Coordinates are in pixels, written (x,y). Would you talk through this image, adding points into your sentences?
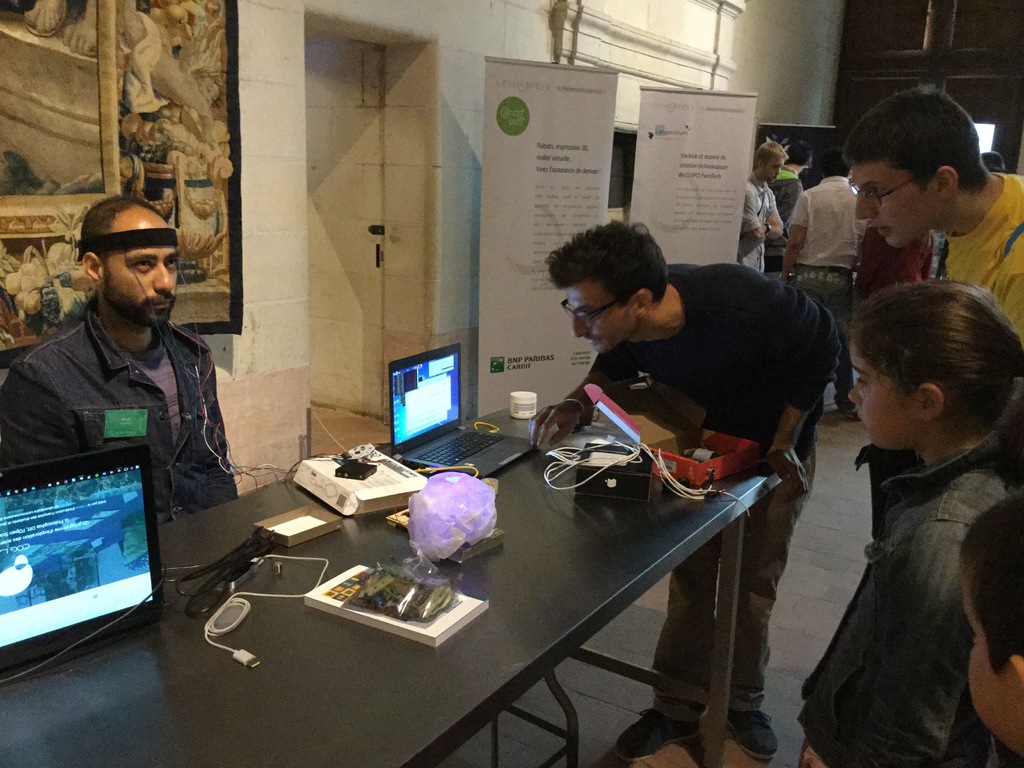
In the picture we can see some people (854,389) standing and watching the laptop (415,392) on the table (70,702) and one person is sitting near the table (127,675) in the background (716,82) we can see a wall (437,172), painting (16,229) and hoardings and some people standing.
